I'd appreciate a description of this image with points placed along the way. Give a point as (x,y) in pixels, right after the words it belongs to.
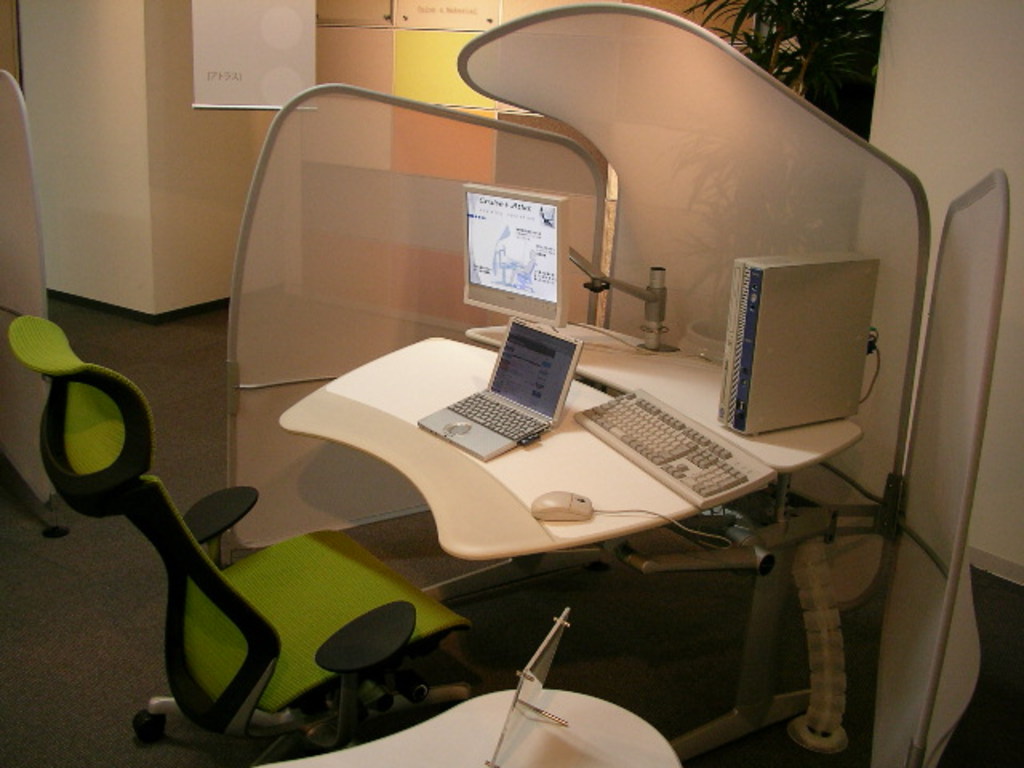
In the foreground of the picture (290,325) there are desks (468,762), chair (338,580), laptop (535,388), keyboard (714,437), CPU (776,399), mouse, cables (854,485), monitor (520,258), boards (359,218) and other objects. In the background (768,44) there are house plant (829,35), board (433,45) and wall (182,109).
